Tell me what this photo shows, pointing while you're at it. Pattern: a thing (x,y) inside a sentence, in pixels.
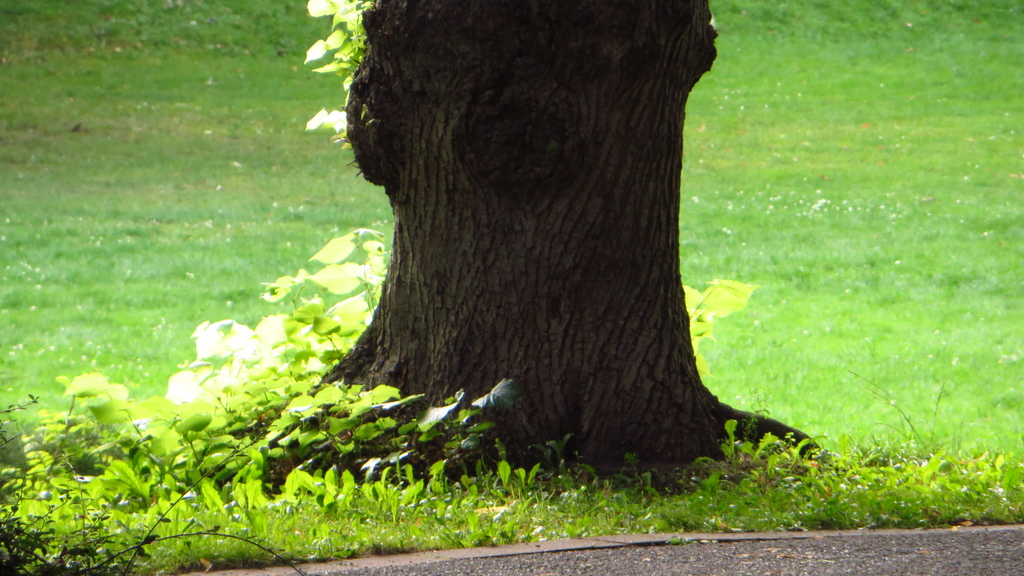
Land (50,133) is covered with grass (879,387). Here we can see plants (278,388) and tree trunk (478,147).
